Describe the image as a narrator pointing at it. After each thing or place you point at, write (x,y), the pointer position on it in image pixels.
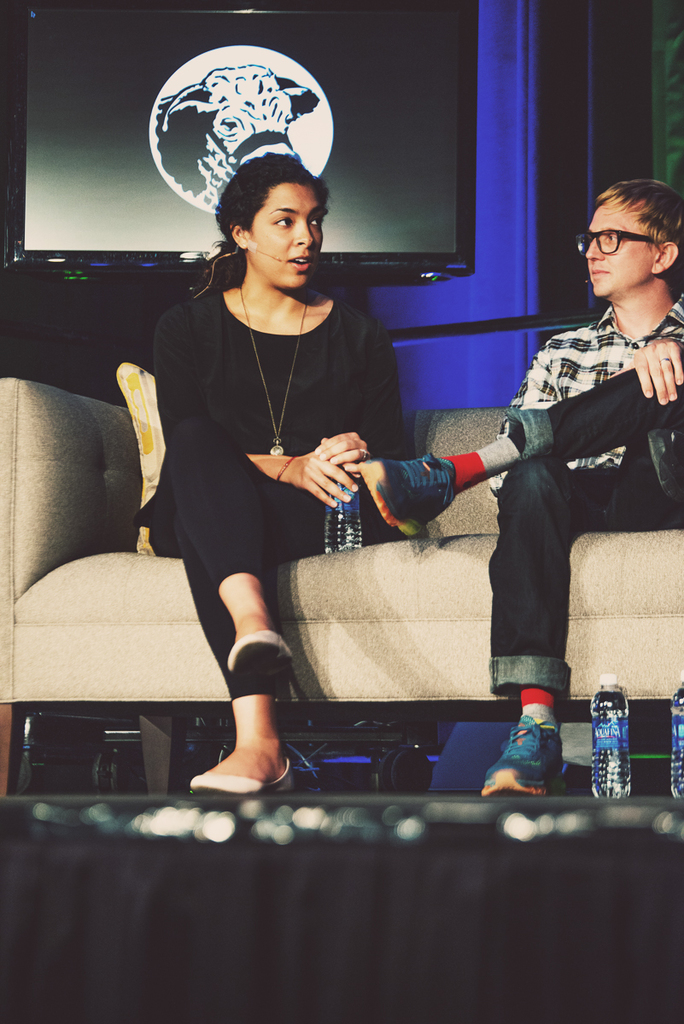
There is a woman (293,398) and a man (449,500) sitting on the sofa (383,653). She is holding a bottle (352,542) with her hands (352,486). There are bottles (609,787). On the background (153,142) there is a screen (321,97) and this is floor (103,801).
